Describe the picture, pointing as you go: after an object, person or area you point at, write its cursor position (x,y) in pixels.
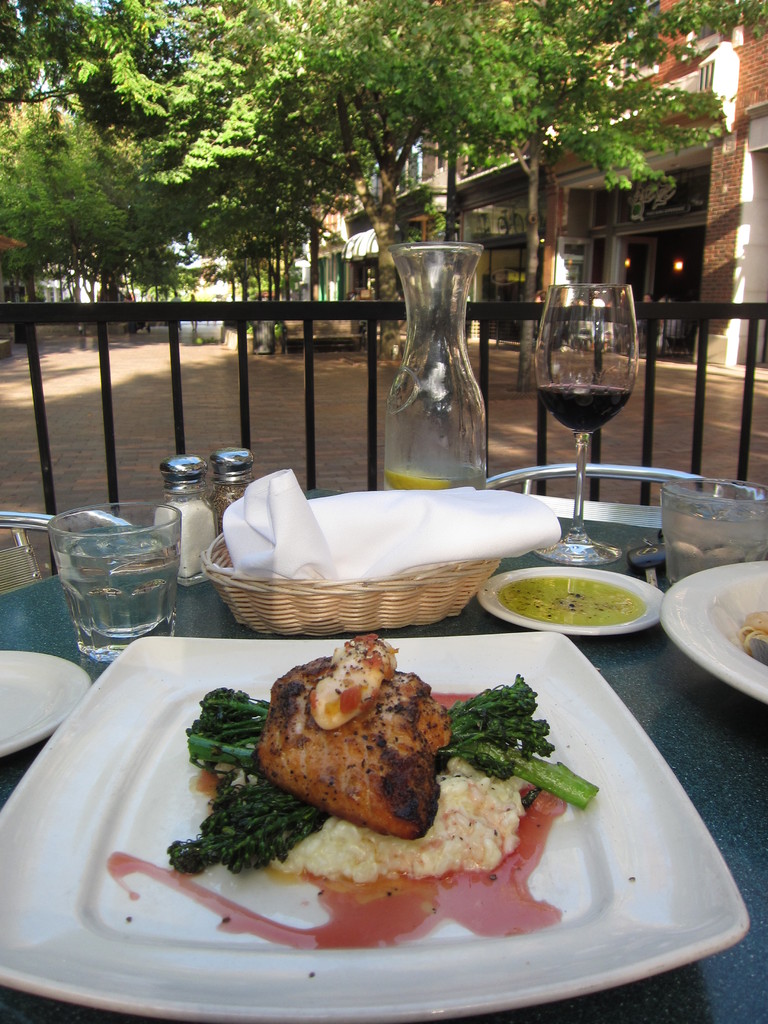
In this picture we can see a table (730,829) and a chair (594,512) in the front (601,540), we can see four plates (562,644), a basket (351,597) three glasses of drinks (606,328), a jar (433,431) present on the table (718,812), we can see some food (451,869) in these plates (689,856), there are some tissue papers (426,556) in the basket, in the background (475,190) we can see buildings (432,154) and trees (289,82).
